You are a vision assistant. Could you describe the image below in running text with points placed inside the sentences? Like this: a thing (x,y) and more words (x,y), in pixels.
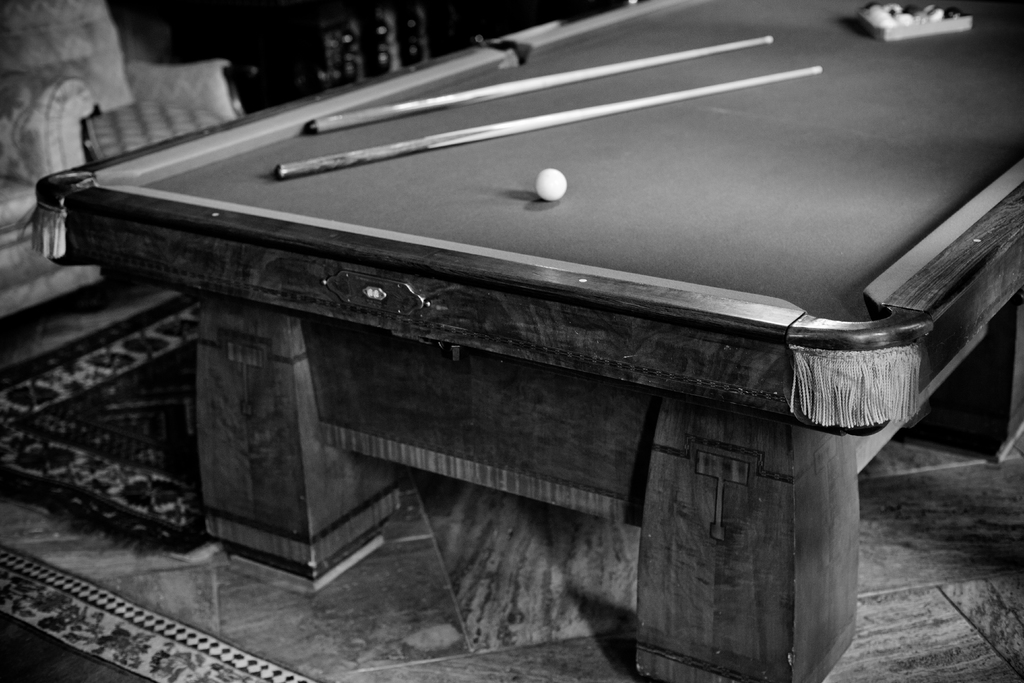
The picture is of inside. In the center (440,338) there is a billiard table (827,188) on the top (827,244) of which billiard balls (557,184) and sticks (384,153) are placed. On the left (53,58) there is a couch (53,103) and in the foreground (132,657) we can see the floor carpet (140,639).
